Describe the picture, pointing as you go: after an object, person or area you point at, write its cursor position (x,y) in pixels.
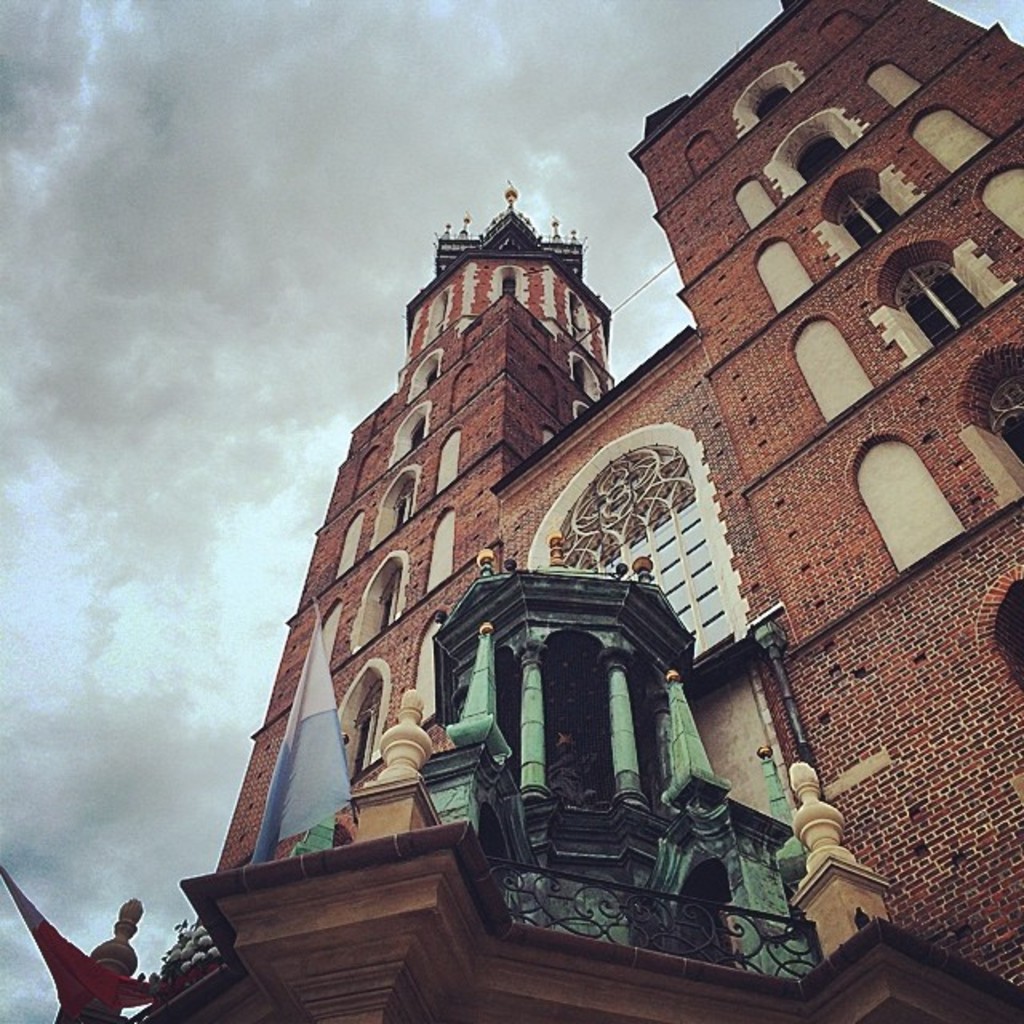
In this picture I can see a building (529,577) in front (548,438), on which I can see 2 flags (297,761). In the background (216,113) I can see the cloudy sky (332,149).
